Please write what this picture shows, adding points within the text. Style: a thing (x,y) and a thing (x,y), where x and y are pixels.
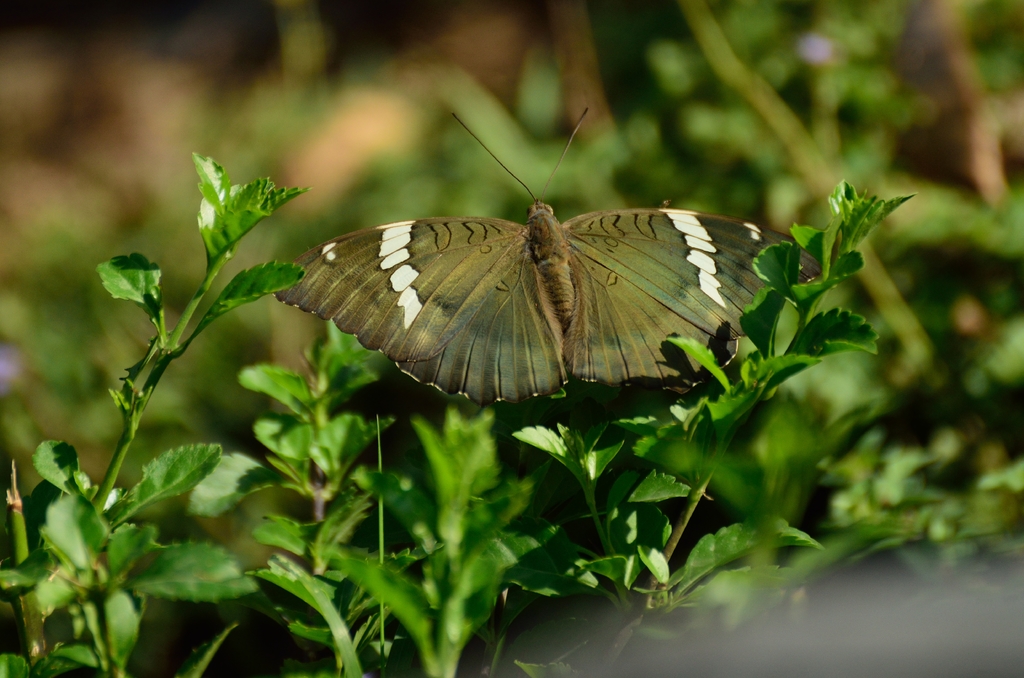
In this picture we can see a butterfly (666,310) which is near to the plants (561,437). Here we can see leaves (527,546).
